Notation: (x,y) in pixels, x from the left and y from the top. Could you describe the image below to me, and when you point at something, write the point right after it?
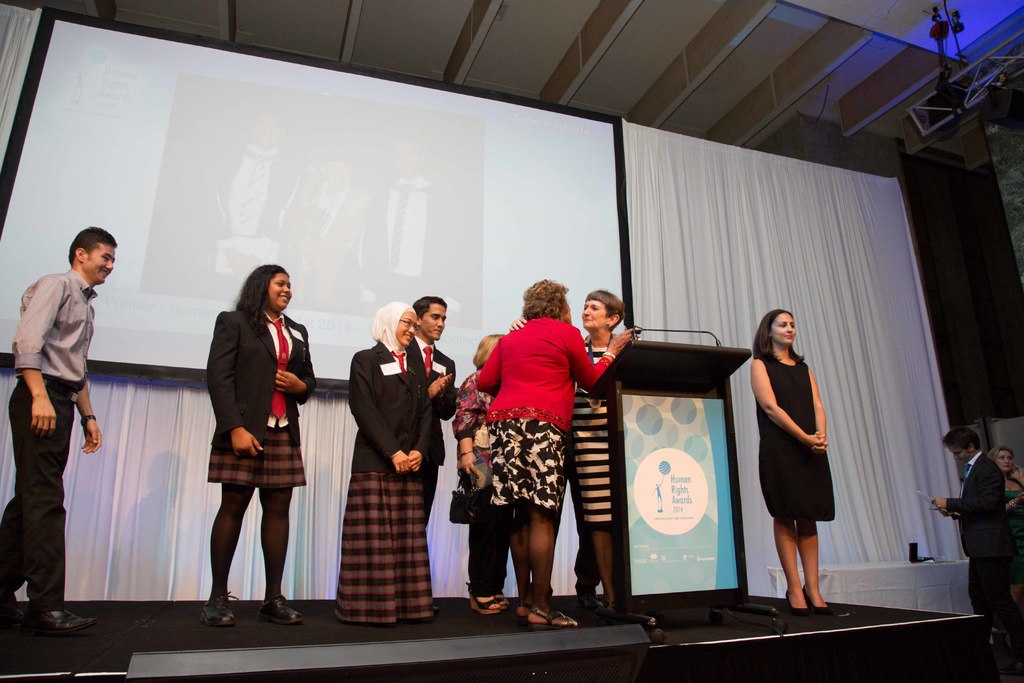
In this picture I see the platform (769,602) on which there are few people (592,361) who are standing and I see a podium (627,380) and I see the curtains (300,419) and a projector screen (390,266) behind them and on the right side of this image (973,506) I see 2 persons (964,453) and on the right top of this image (941,67) I see few things (973,80).
